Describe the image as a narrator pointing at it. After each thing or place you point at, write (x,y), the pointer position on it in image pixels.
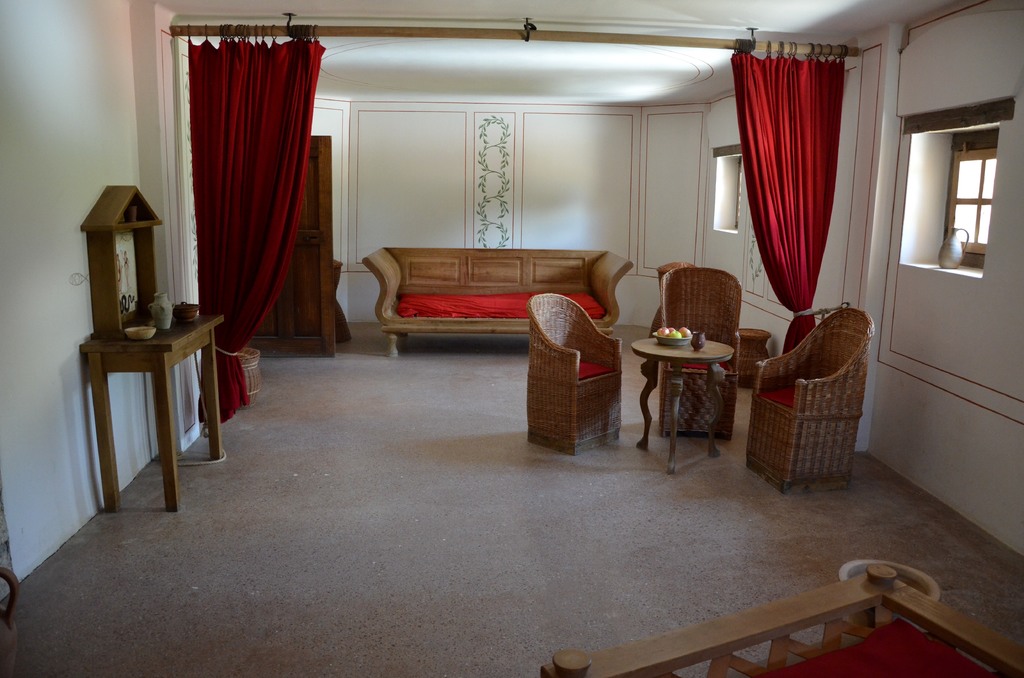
this is a room (591,465) in this room (279,452) we can see couch (450,289) and chairs (577,366) in between the chairs (760,375) there is a table (706,362) on that table (676,360) there is a fruit bowl (676,334) there is a cloth (786,160) hanging there is a window (974,183) right side of the image (967,208) and we have a bed (862,638).
